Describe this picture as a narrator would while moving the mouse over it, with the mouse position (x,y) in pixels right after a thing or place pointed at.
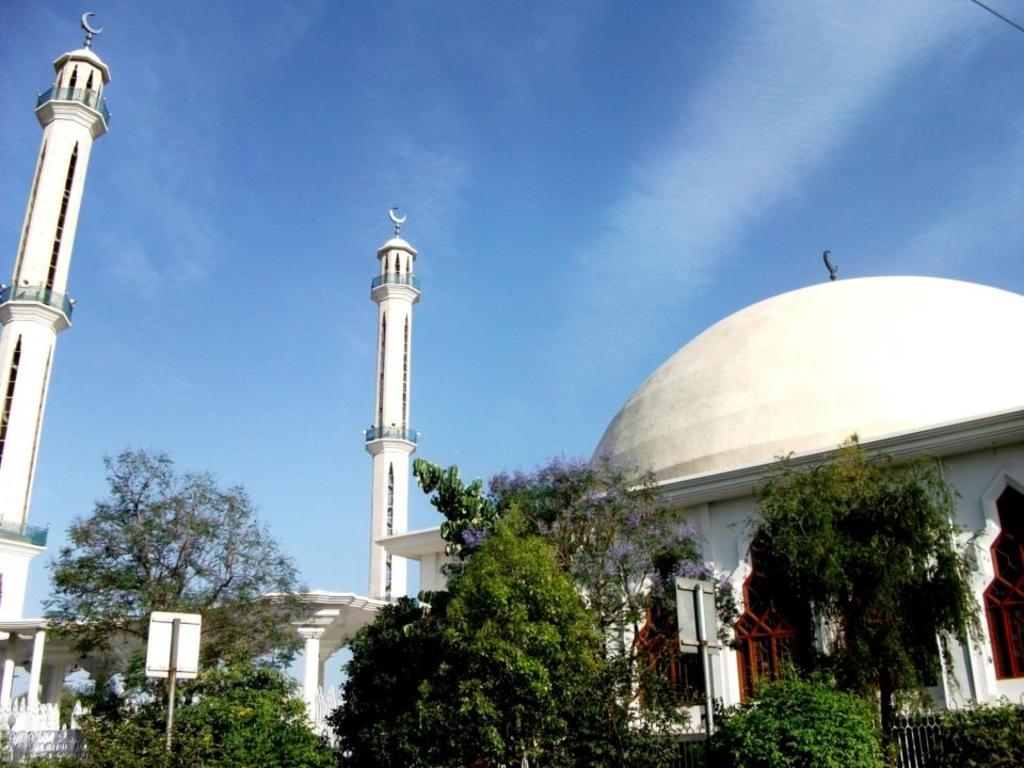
In this image we can see a building (668,382) with windows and the towers (415,451). We can also see a group of trees (562,635), a fence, sign boards (192,662) to a pole (173,646) and the sky (261,304) which looks cloudy.
